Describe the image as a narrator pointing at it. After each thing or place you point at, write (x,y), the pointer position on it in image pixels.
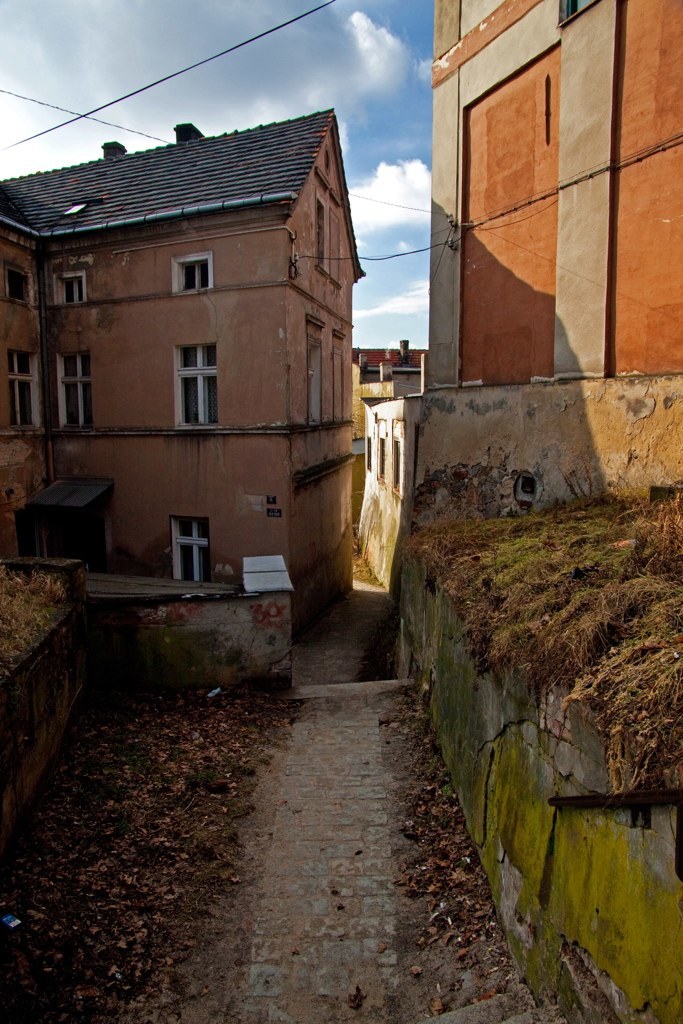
In the image there are some apartments (331,367) and in front of the apartments (248,406) there is a path (285,800) and there are many dry leaves (475,866) around that path (295,771) and on the right side (496,733) there is a wall (616,916) and there is a lot of dry grass (545,557) above the wall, in the background (386,150) there is a sky (417,172).
